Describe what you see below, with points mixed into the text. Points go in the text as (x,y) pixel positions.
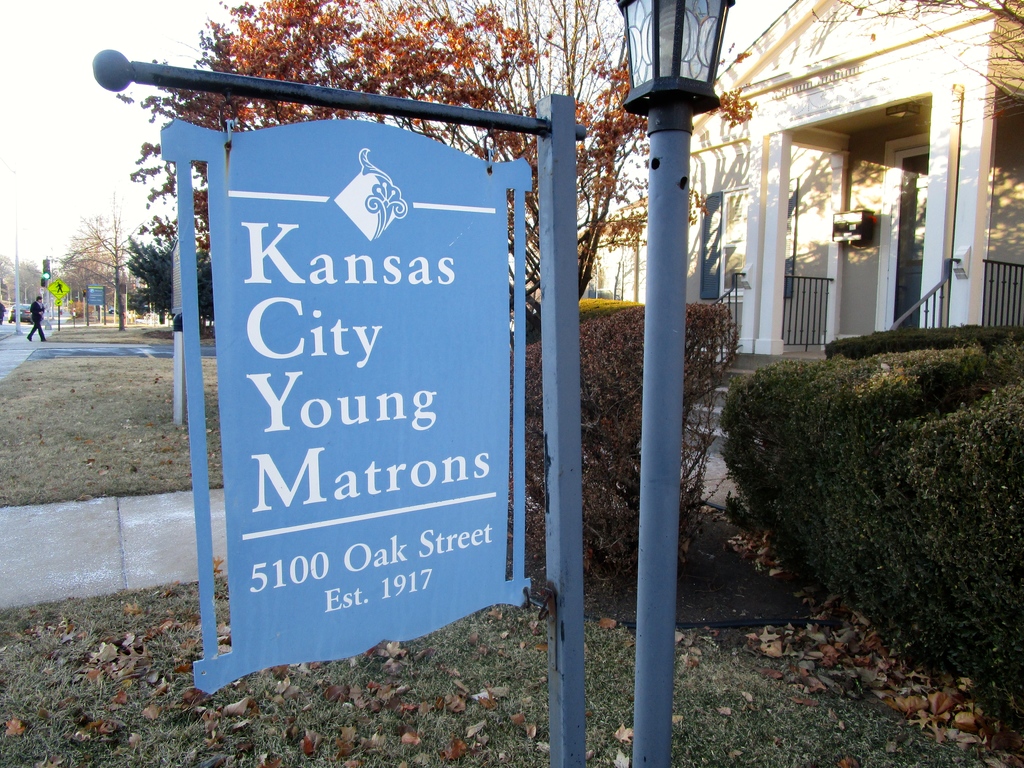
In this picture we can see board (322,233) and light (642,24) attached to the poles (558,538), grass (602,712), leaves (879,688), house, plants (701,319), trees (470,12) and house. In the background of the image (30,273) there is a person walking and we can see a car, poles (58,321), boards (96,293), traffic signal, trees (100,240) and sky (69,224).
